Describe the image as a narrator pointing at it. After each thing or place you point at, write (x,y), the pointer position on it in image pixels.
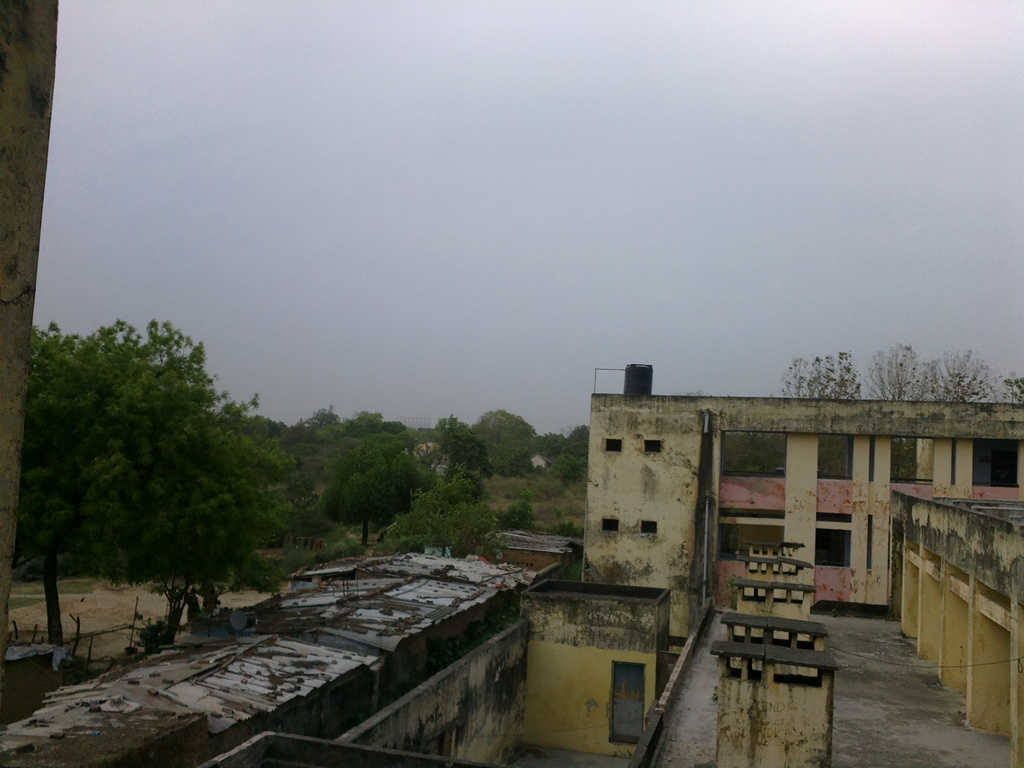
In this picture we can see buildings (659,603), on the left side (101,510) there are some trees (557,468), we can see the sky (461,212) at the top of the picture (467,89).
